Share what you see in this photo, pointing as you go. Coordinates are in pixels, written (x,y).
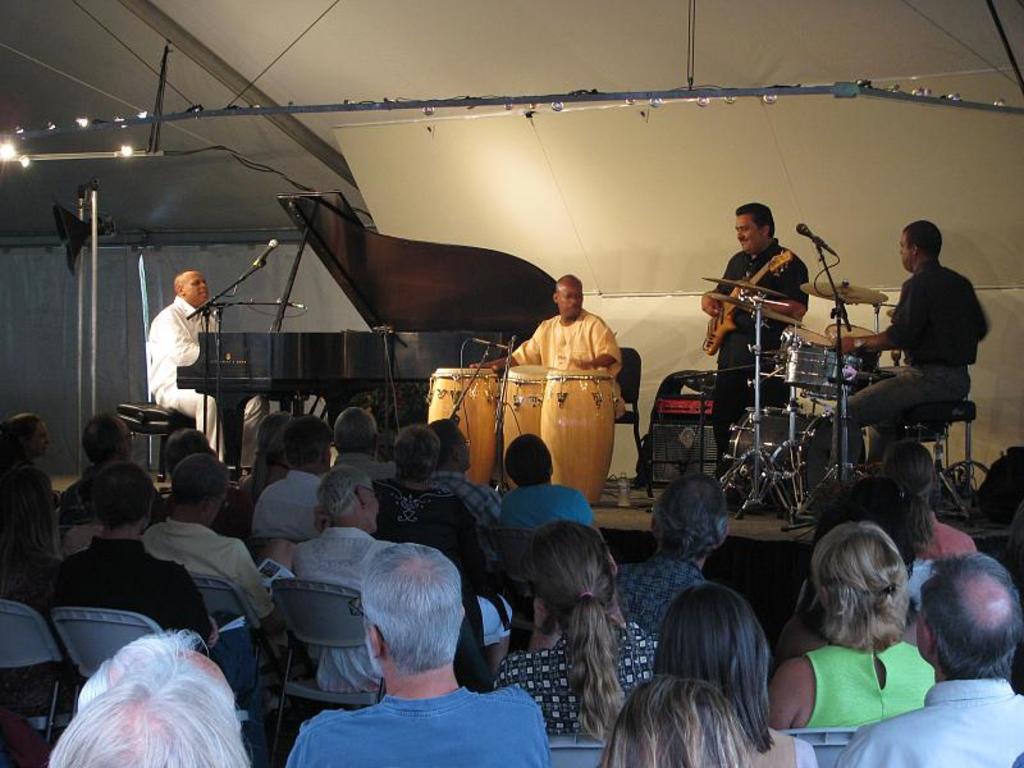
There is a group of people (582,361). They are playing musical instruments (608,433). Everyone is only looking at their side.
